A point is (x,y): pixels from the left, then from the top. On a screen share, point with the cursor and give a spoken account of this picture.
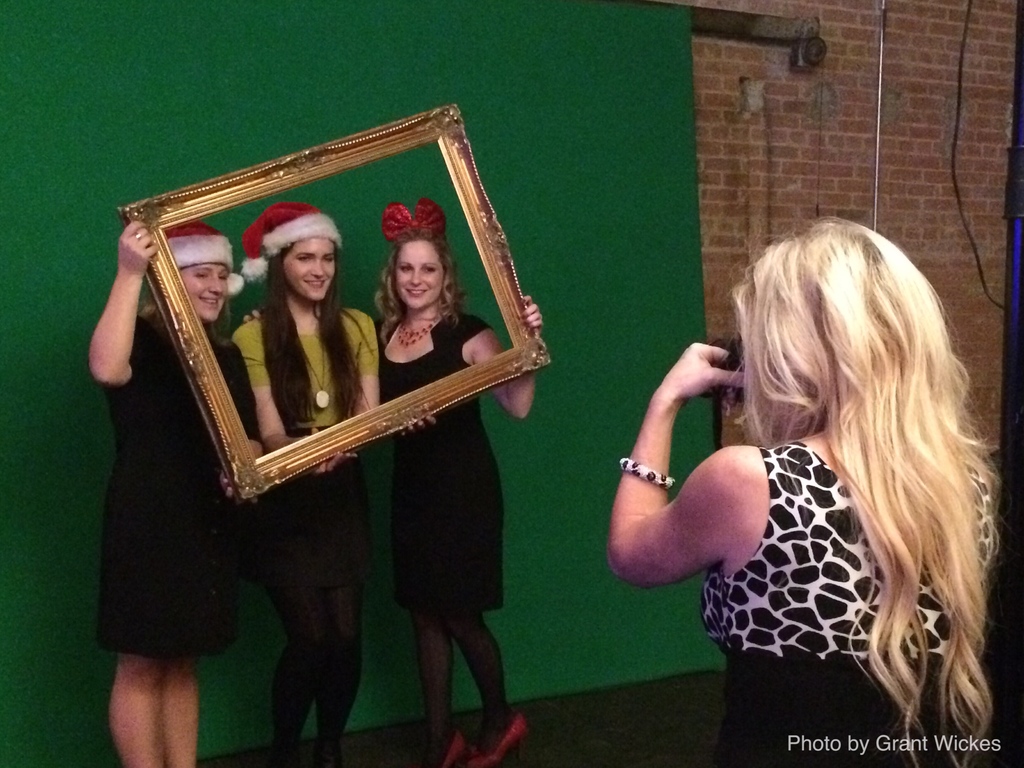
This picture is clicked inside. On the right (789,372) there is a woman (829,660) wearing black color dress (840,543) standing on the ground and seems to be taking pictures. On the left (223,235) we can see the group (488,569) of three women (334,387) smiling, holding a golden color frame (287,185) and standing on the ground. In the background (506,104) there is a green color curtain (556,70), brick wall (791,81), cable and a metal rod (879,134). At the bottom right corner (790,749) there is a text (881,742) on the image.
